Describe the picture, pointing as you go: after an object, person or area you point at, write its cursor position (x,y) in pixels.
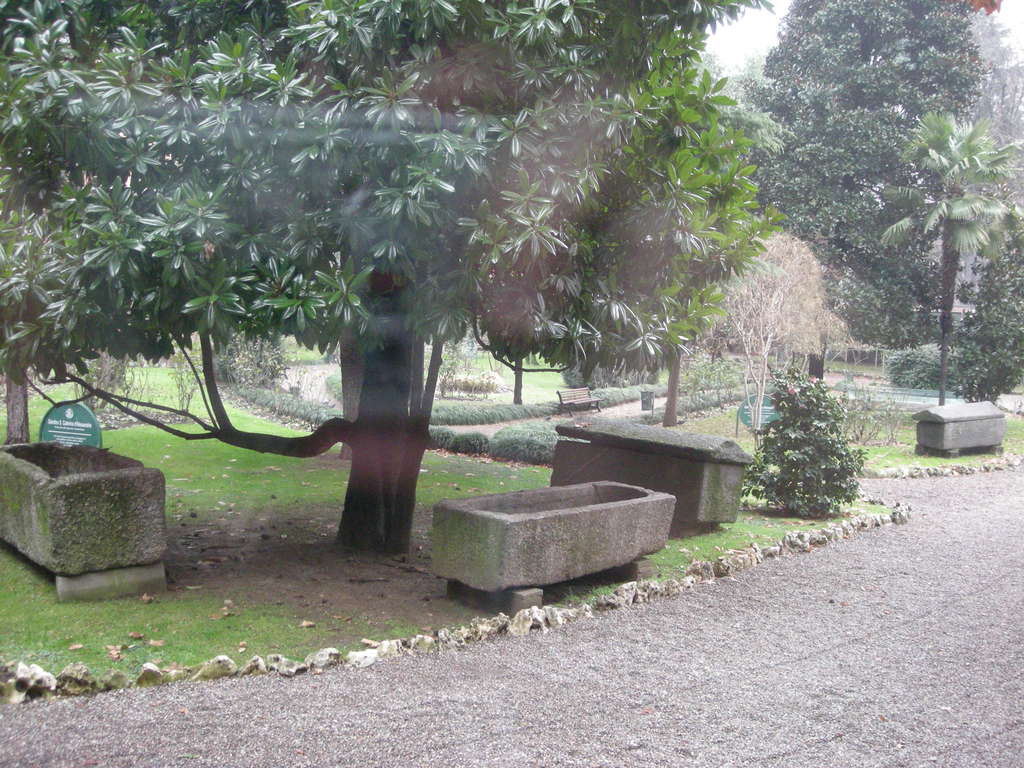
In this picture there is a park (523,551) in which we can observe a path (737,692) here. There are trees (491,217). We can observe cement boxes (492,519) here. There are plants (481,437). In the background (758,38) there is a sky (743,48).
